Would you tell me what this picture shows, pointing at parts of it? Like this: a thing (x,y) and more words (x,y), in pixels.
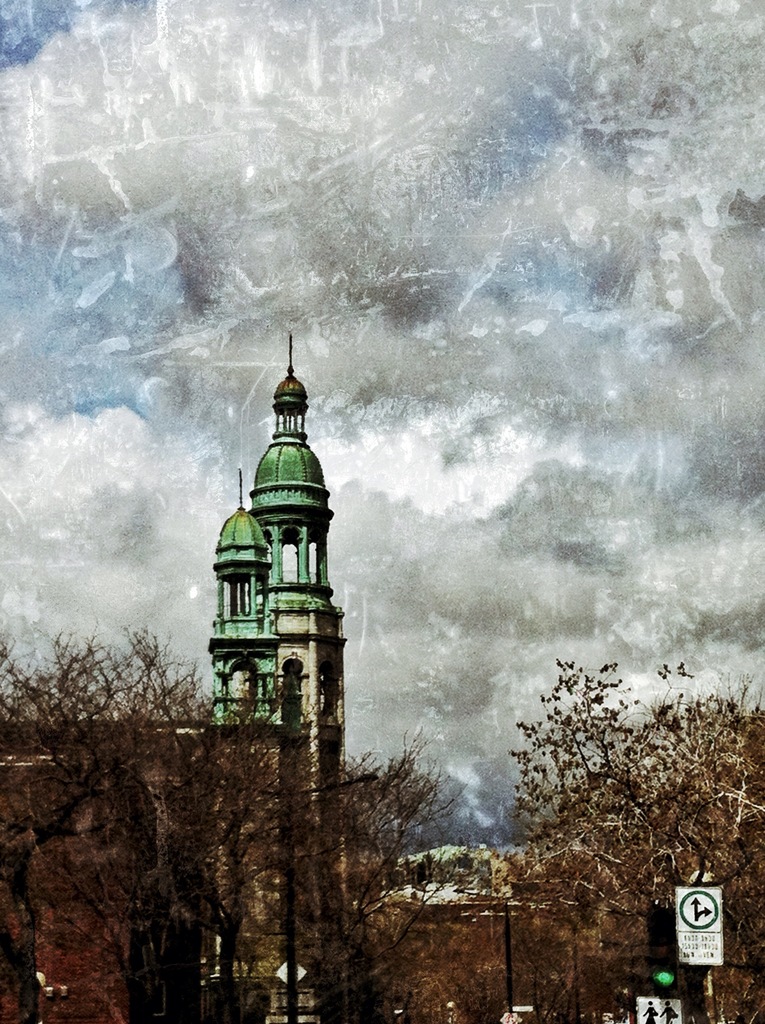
In this image there are towers (257,634), trees (242,780), buildings (494,855). In the foreground (648,1003) there are sign boards (705,952), traffic signal (663,985). The sky (533,573) is cloudy.
